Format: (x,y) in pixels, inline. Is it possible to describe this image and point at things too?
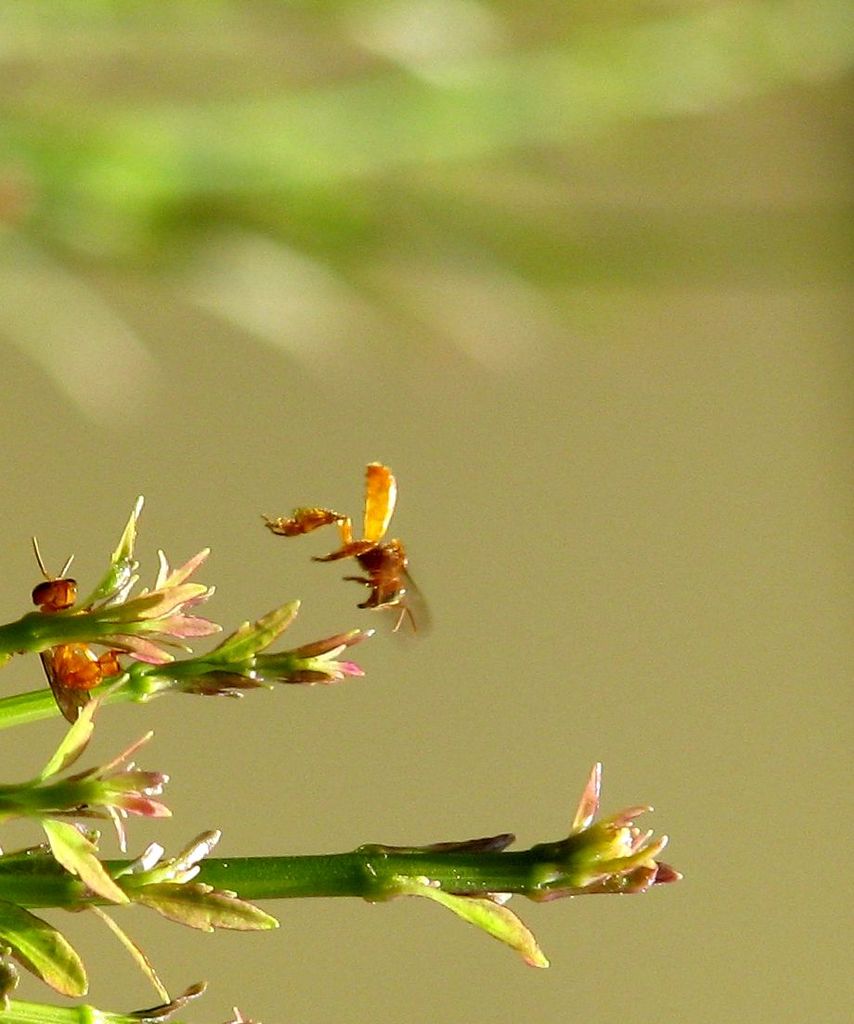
In this picture we see an insect (426,608) near a plant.
